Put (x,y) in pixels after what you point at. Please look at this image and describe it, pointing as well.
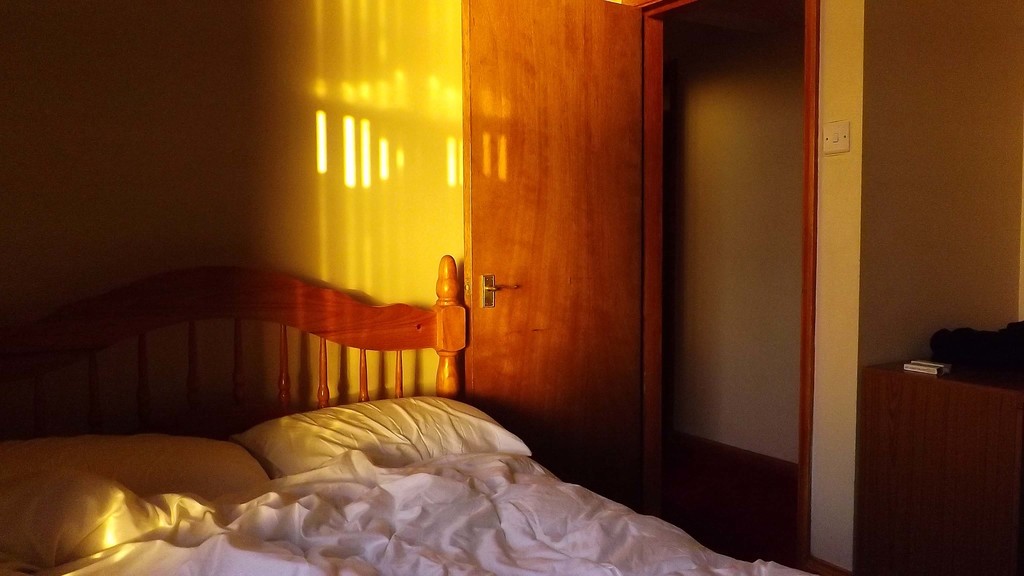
in this image i can see a room (287,522). in this room (368,492) there is a bed (356,500) with a white bed sheet (278,510) and two pillows (227,476) on it. behind the bed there is a wall (288,147) which is yellow in color. right to that there is a door (523,296) which is open.
